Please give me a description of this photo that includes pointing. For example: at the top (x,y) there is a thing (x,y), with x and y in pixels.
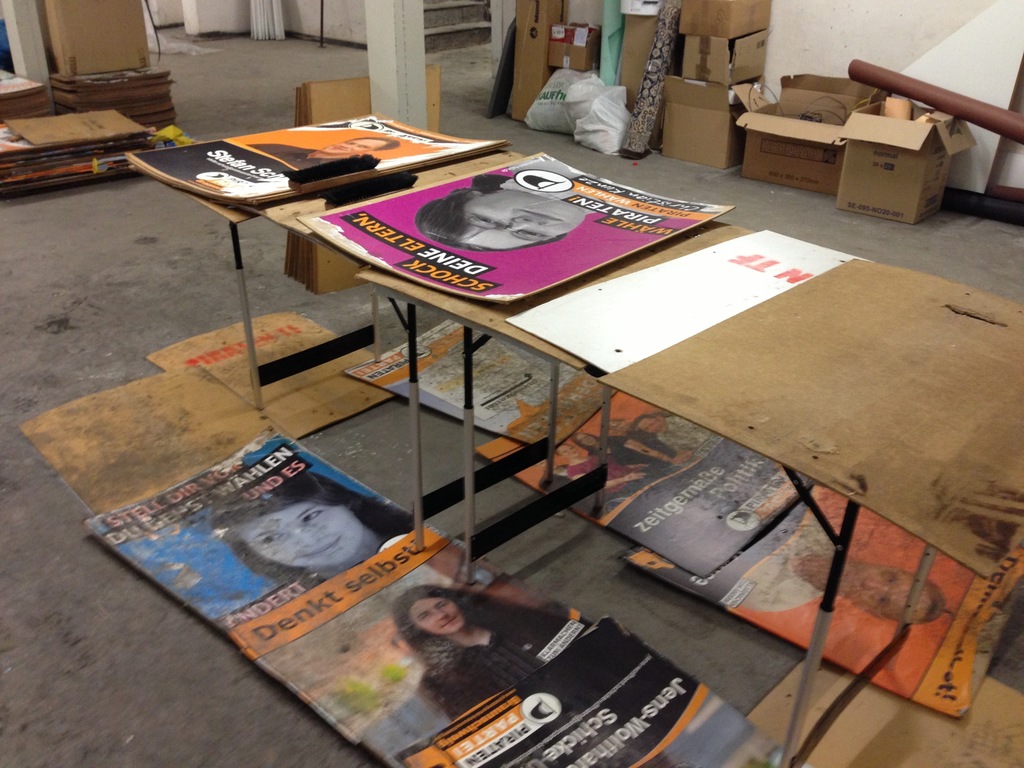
There are many tables (709,333). On the table (493,267) there are some banners (416,226). Also on the floor (483,518) there are some banners (434,365). In the right side (818,103) there are some boxes (694,95), covers (559,105), and a wall (829,23). Also there are some pillars (384,53), cardboards (81,123).
